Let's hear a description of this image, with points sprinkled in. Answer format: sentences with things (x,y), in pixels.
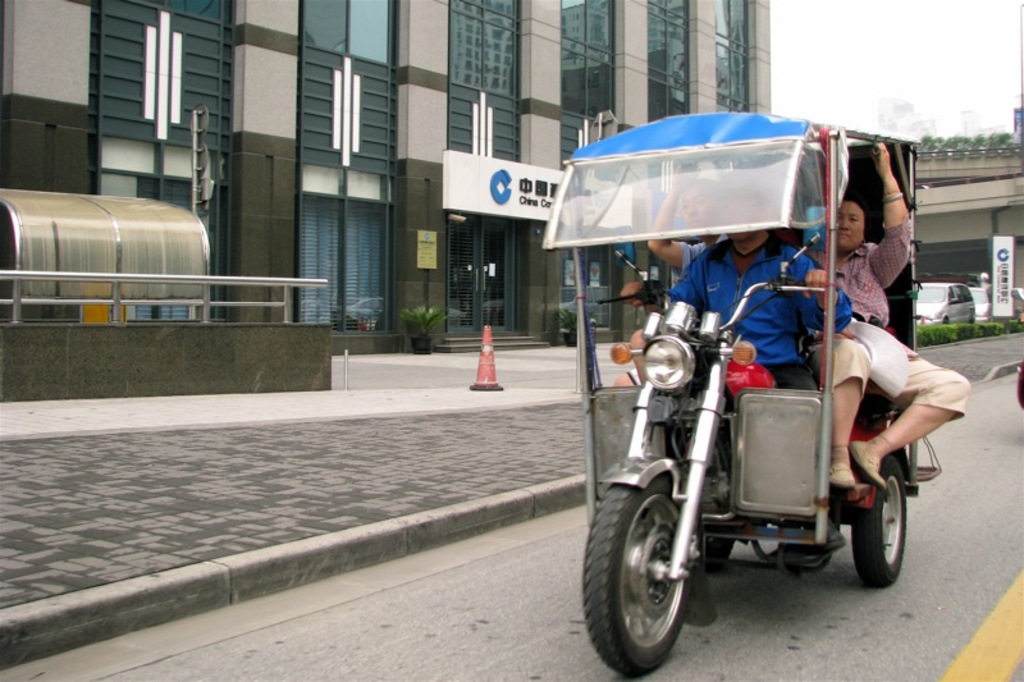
This picture is clicked outside. On the right (853,286) we can see the group of persons (862,380) sitting in the vehicle (790,203) and there is a person (774,323) riding a vehicle (610,576) on the road (429,619). In the background (509,182) we can see the buildings (409,73), sky (914,82), bridge (950,152), group of vehicles (928,302), metal rods (116,303), plants (941,339) and some other objects (123,363) and we can see the text (526,182) on the board (454,160) attached to the building (363,170).
